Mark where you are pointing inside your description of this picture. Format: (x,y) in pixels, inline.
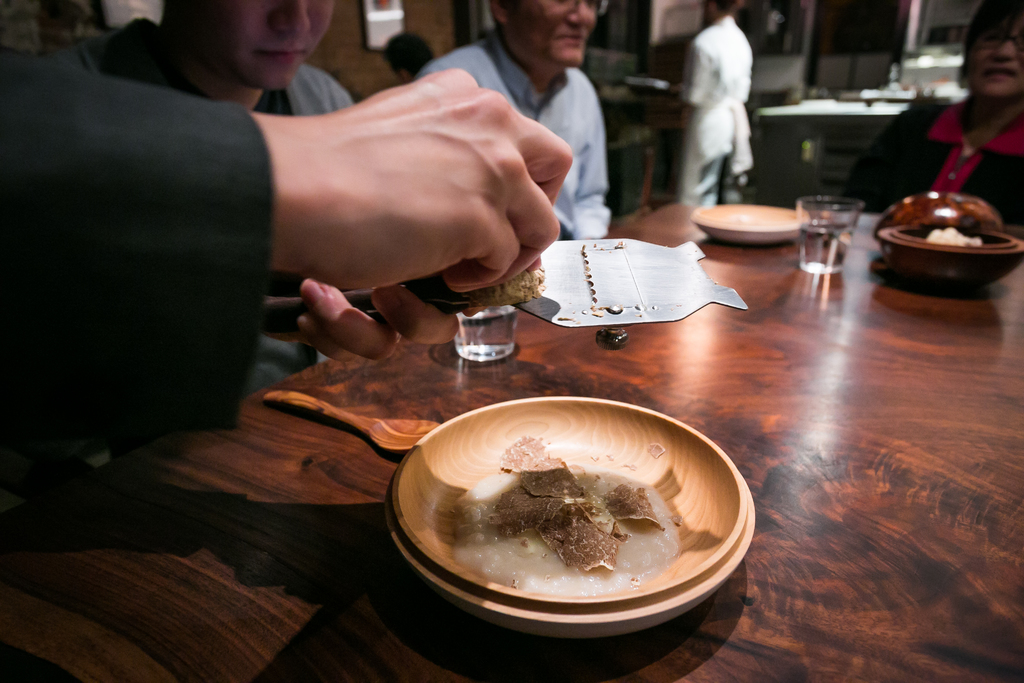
In the center of the image (381,400) we can see a table (172,537). On the table (172,537) we can see a spoon (415,430), plate (770,231) and bowls (653,415) which contains food (627,523) and glasses (490,339) which contains water (486,325). Beside that we can see some persons (252,108) are sitting. In the background of the image (377,48) we can see the persons (732,98), table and wall (789,51).
